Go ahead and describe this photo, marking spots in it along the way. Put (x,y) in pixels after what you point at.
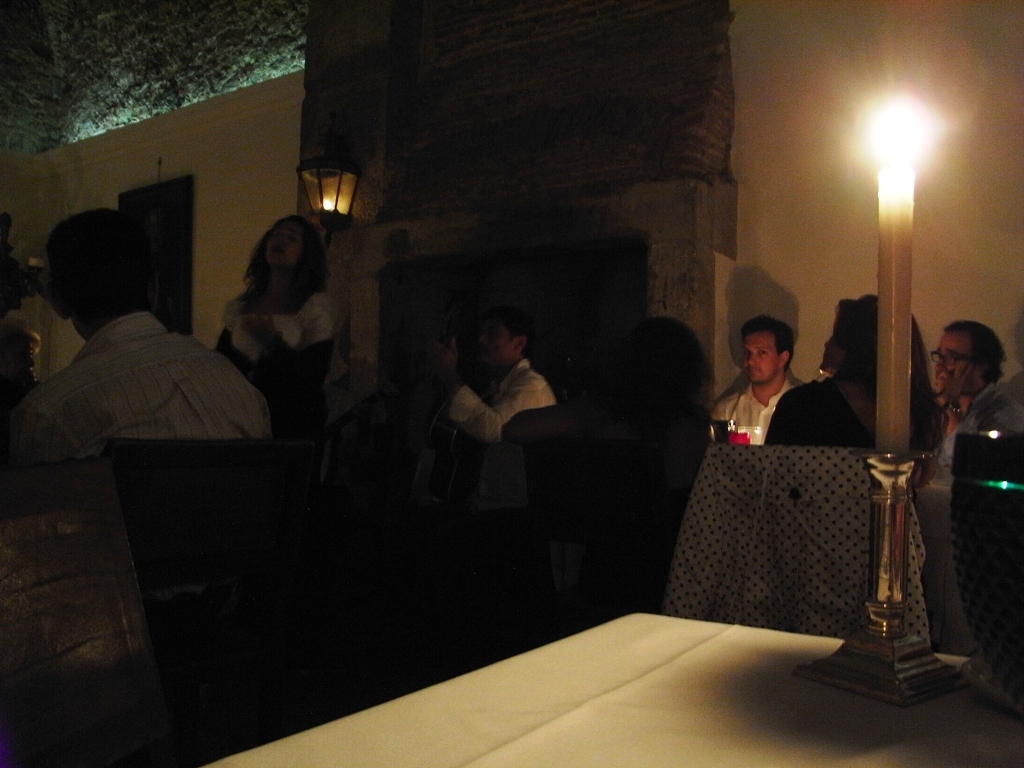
there is a white candle (885,261) on a white table (683,700). behind that people (813,441) are seated on the chairs (637,501). a person (293,399) is standing at the back (267,399). at the back (974,50) there is a white wall (185,163).
